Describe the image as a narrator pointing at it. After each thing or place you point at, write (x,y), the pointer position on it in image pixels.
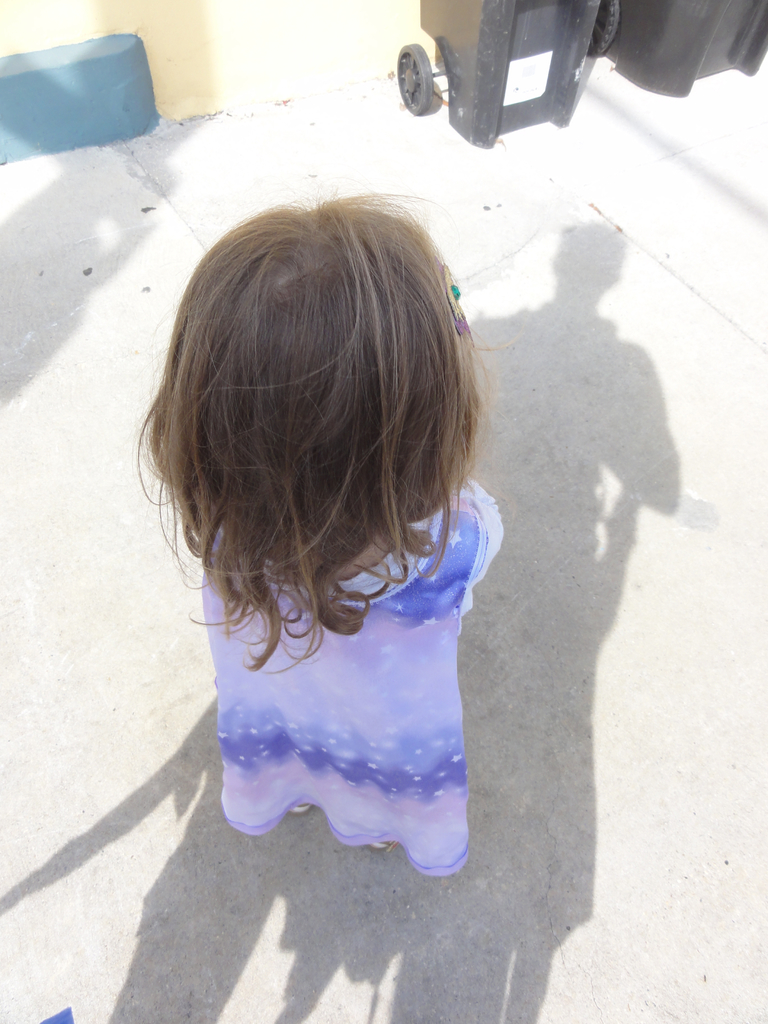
In this image in the center (411,492) there is a person (392,560) standing and on the ground (487,442) there is a shadow (564,468). At the top (508,34) there are objects (581,31) which are black in colour and there is a wall (97,61).
